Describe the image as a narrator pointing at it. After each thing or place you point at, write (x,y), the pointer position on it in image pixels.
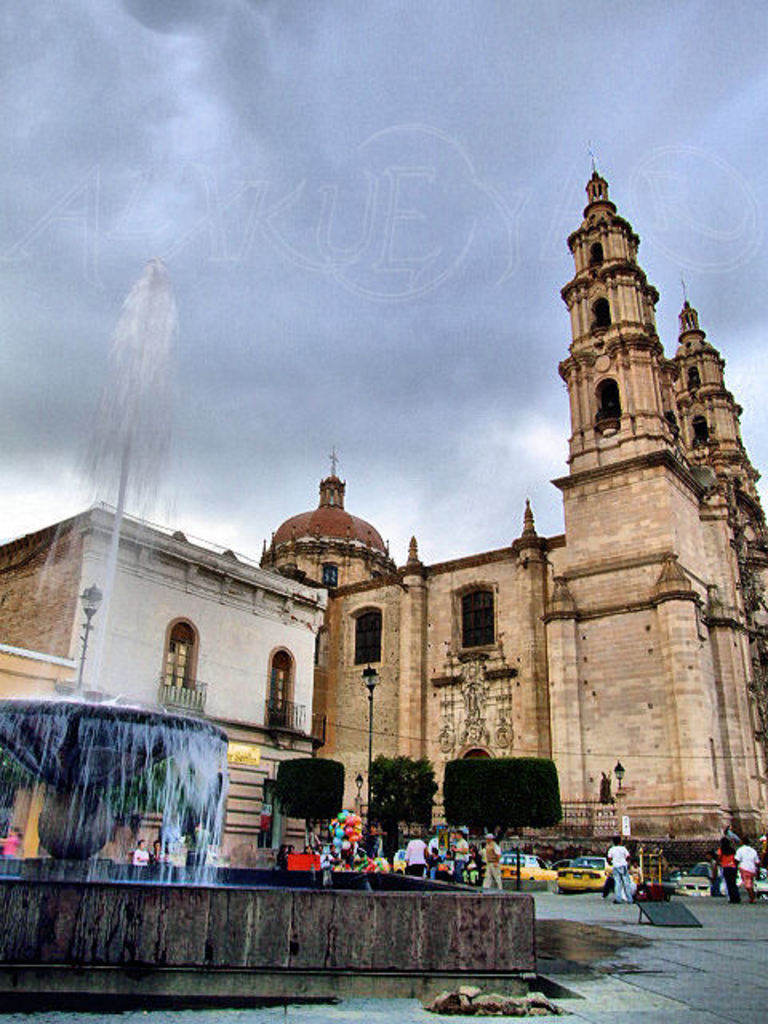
On the left side (150,917) there is a fountain (390,884), in the middle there are few people (447,876) and vehicles (598,881) on the road (729,915), this is a big church (539,656) in the middle of an image (434,646). At the top (441,196) it is a cloudy sky (422,196).
